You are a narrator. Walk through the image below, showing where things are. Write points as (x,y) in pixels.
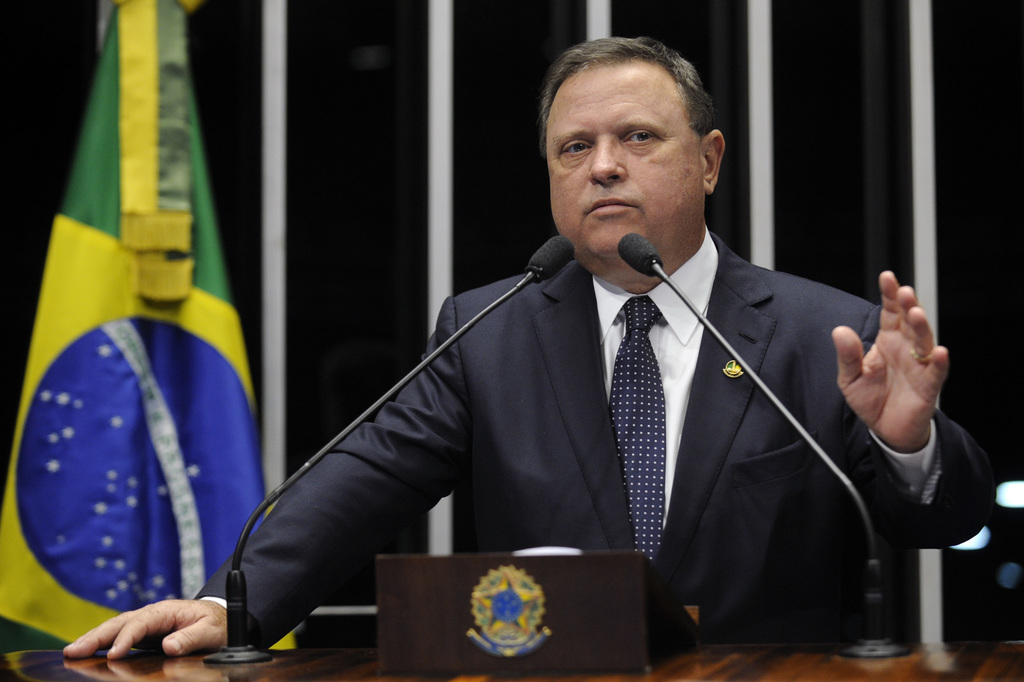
In the center of the image (646,347) we can see a man (678,352) standing before him there is a podium (470,577) and there are mics (873,652) placed on the podium (601,630). In the background (399,216) there is a flag (96,96) and a curtain (366,135).
